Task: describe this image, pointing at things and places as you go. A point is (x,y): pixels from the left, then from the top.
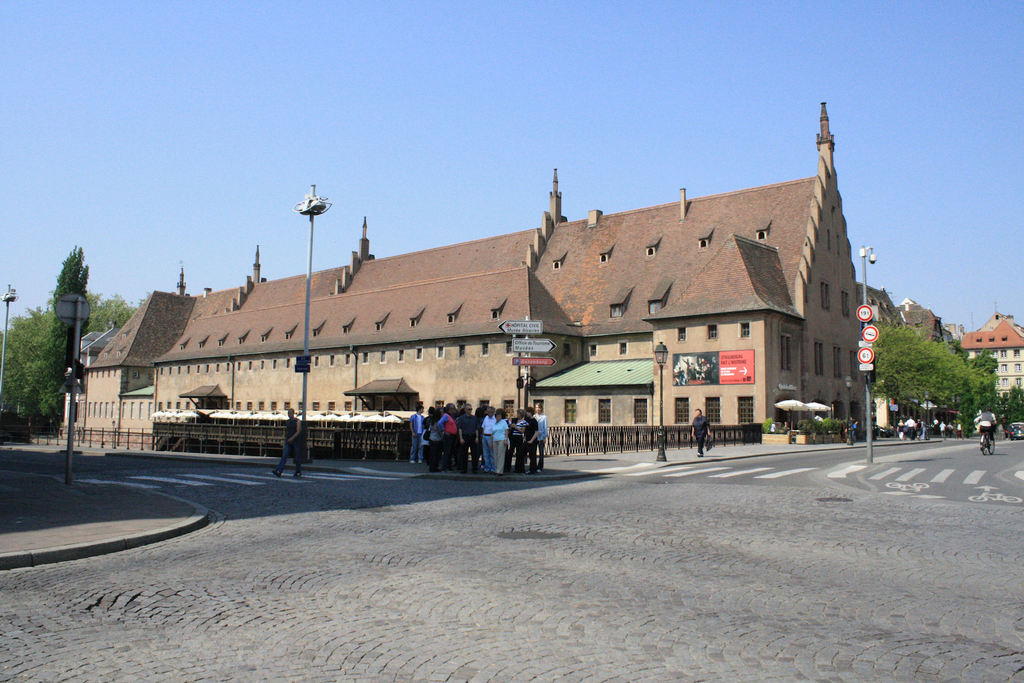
In this image I see number of buildings (595,300) and I see poles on which there are lights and few other boards (876,331) and I see number of people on the path (285,525) and I see number of trees (980,399). In the background (147,49) I see the clear sky (792,118).
